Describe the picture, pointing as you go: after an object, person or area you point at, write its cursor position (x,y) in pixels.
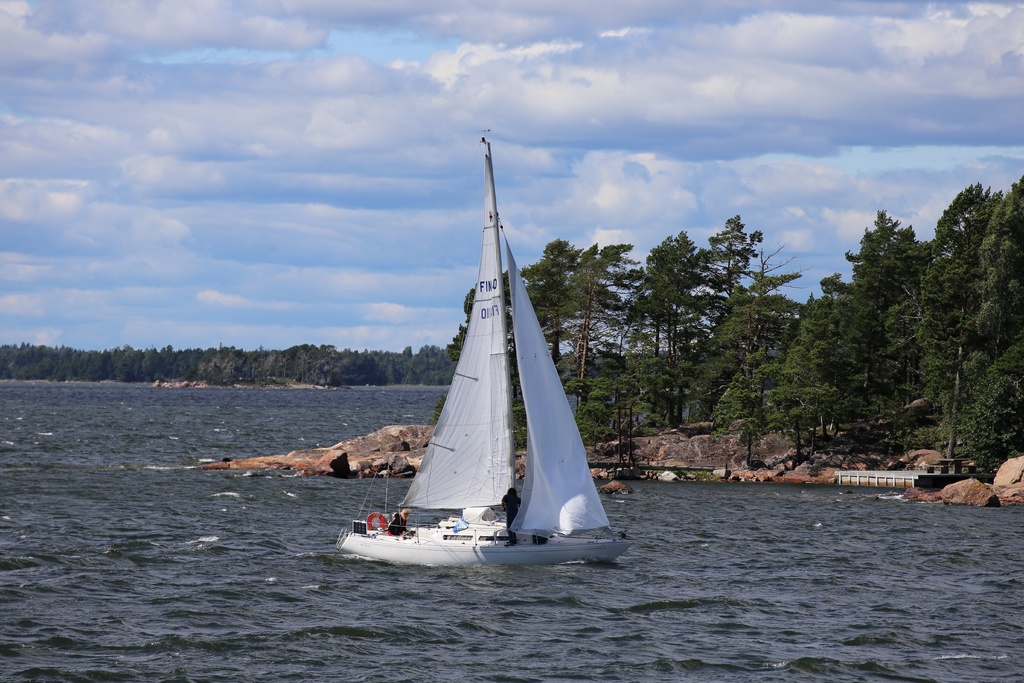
In this image there is a boat (428,507) on the water (494,569), there are trees (431,376), and in the background (508,213) there is sky (611,167).
